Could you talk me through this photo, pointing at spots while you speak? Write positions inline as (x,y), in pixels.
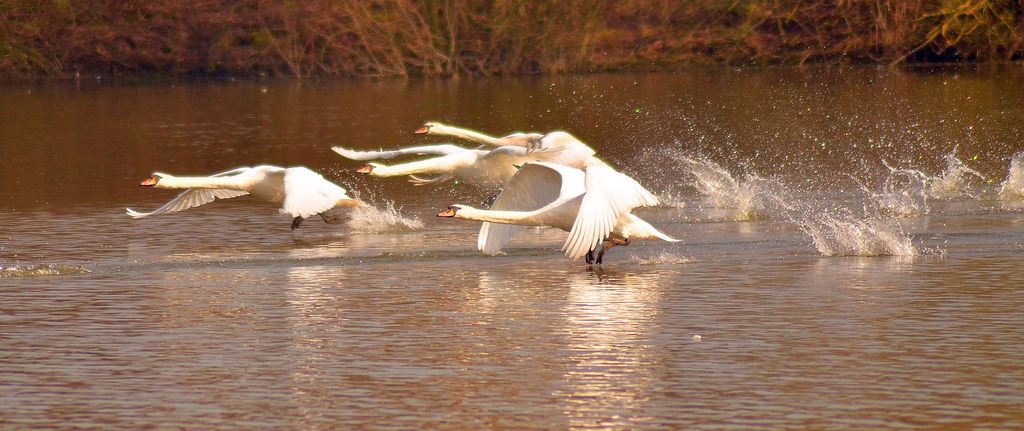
This picture might be taken from outside of the city. In this image, in the middle (532,187), we can see few birds (616,187) are flying. In the background (533,20), we can see some trees (736,17) and plants (816,57), at the bottom (825,369) there is a water (415,244) in a lake (387,241).
